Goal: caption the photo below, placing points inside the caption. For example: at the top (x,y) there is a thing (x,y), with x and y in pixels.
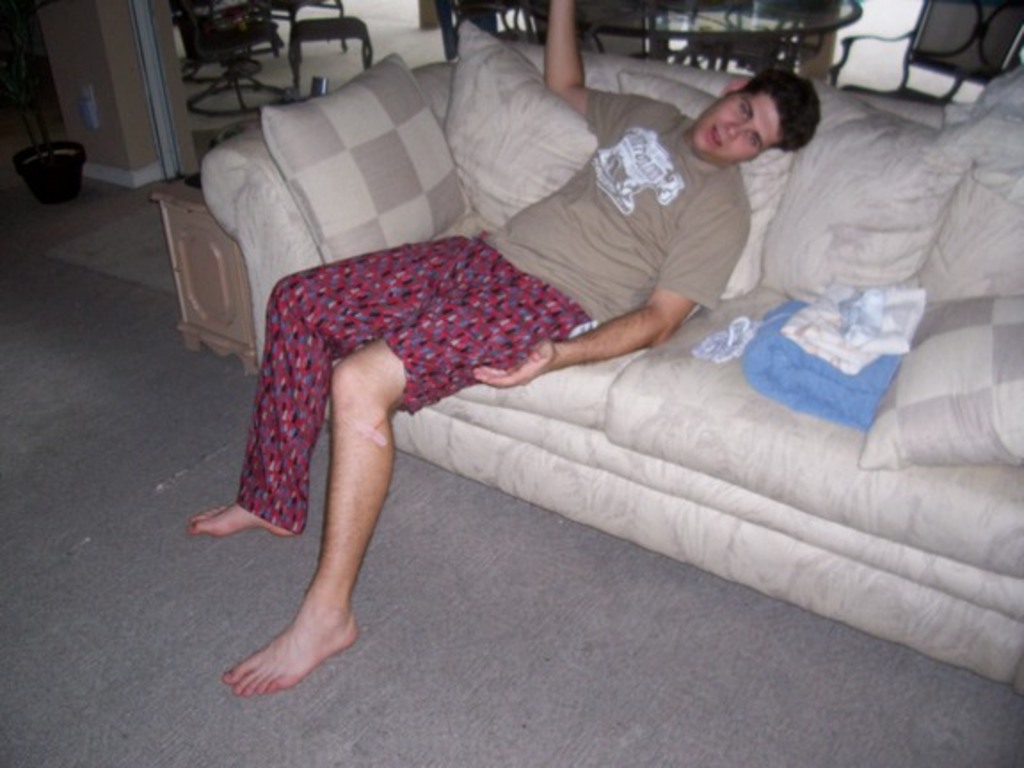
This person (603,336) sitting on the sofa (735,383) and we can pillows (395,216) on the sofa (726,392). On the background (737,38) we can see chairs (928,44) and table (774,3) and we can see house plant (10,24) on the floor (94,507).
